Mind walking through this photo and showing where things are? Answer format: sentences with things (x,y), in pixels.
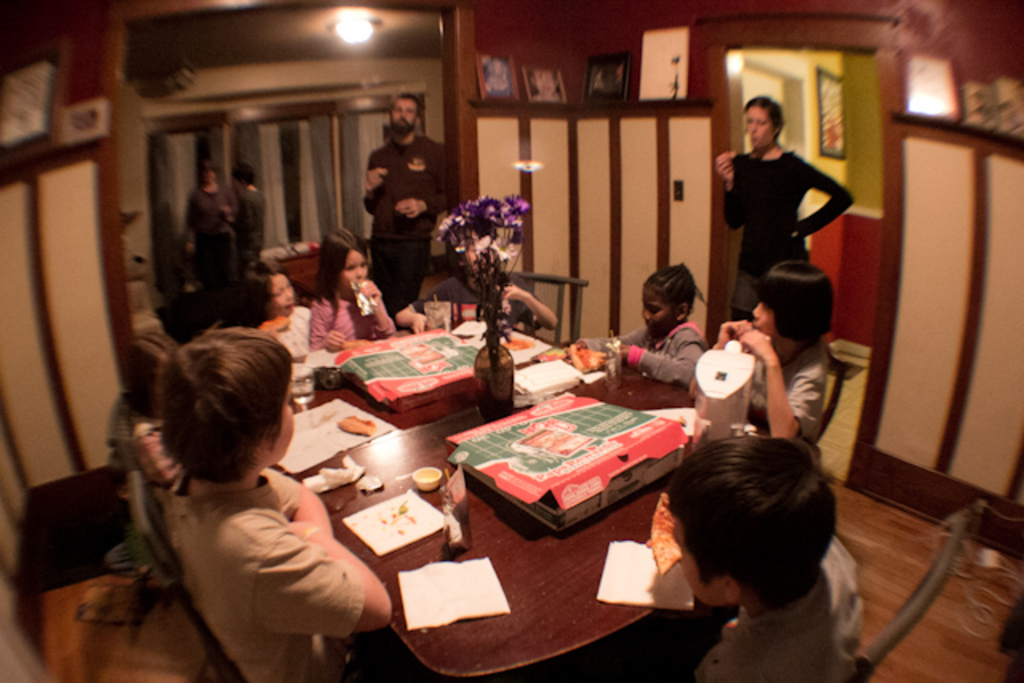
This is a image where is a boy (321,547) sitting in the chair (170,547), a group of people (192,544) sitting in the chair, group of people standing and in the table (435,542) there are paper (451,571), packet (443,529), a bowl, box (495,435), a flower pot (498,377) and at background (651,32) there are frames (662,39) attached to the wall (878,136), and a door (748,43).
